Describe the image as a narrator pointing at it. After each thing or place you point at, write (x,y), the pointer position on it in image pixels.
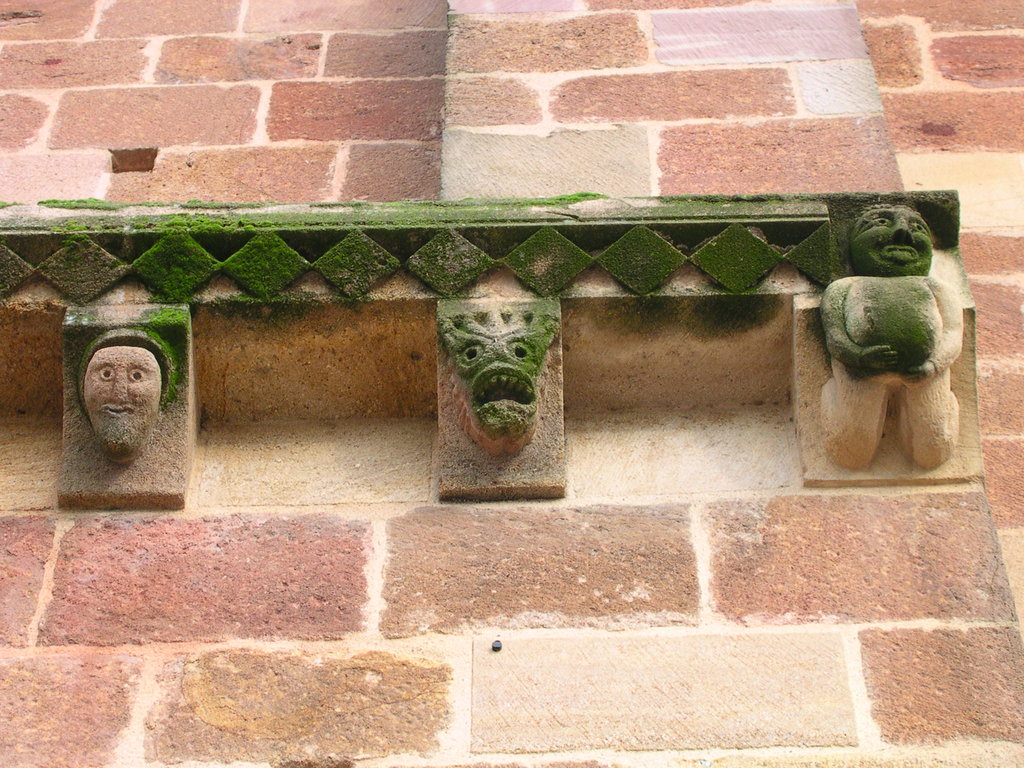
In this image, we can see some sculptures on the wall (670,455).
